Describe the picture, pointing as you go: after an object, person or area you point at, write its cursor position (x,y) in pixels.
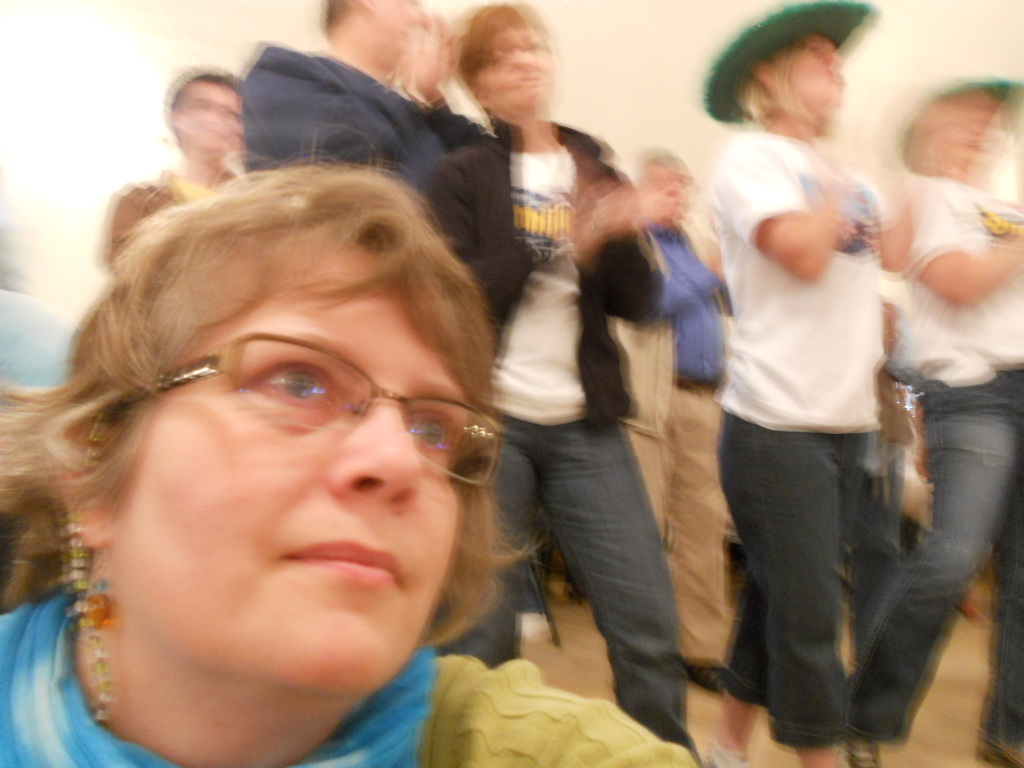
In this picture we can see a few people (658,627) from left to right.
